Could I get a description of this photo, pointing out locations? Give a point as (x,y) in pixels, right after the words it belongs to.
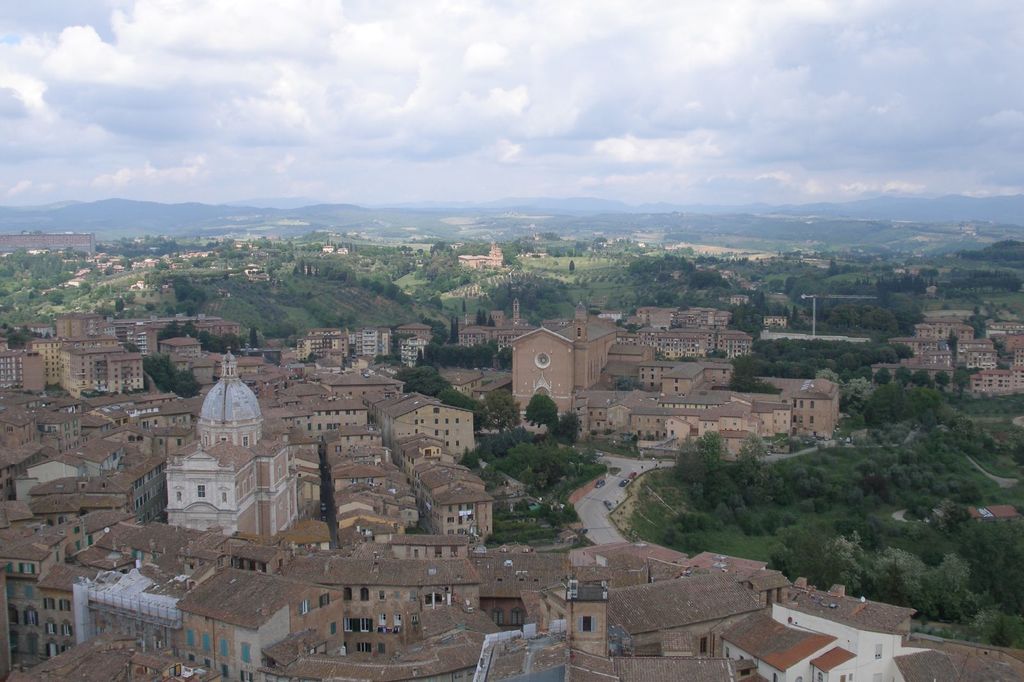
In this image there are so many buildings (469,501), trees (454,399) and mountains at the back (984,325) also there are clouds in the sky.
